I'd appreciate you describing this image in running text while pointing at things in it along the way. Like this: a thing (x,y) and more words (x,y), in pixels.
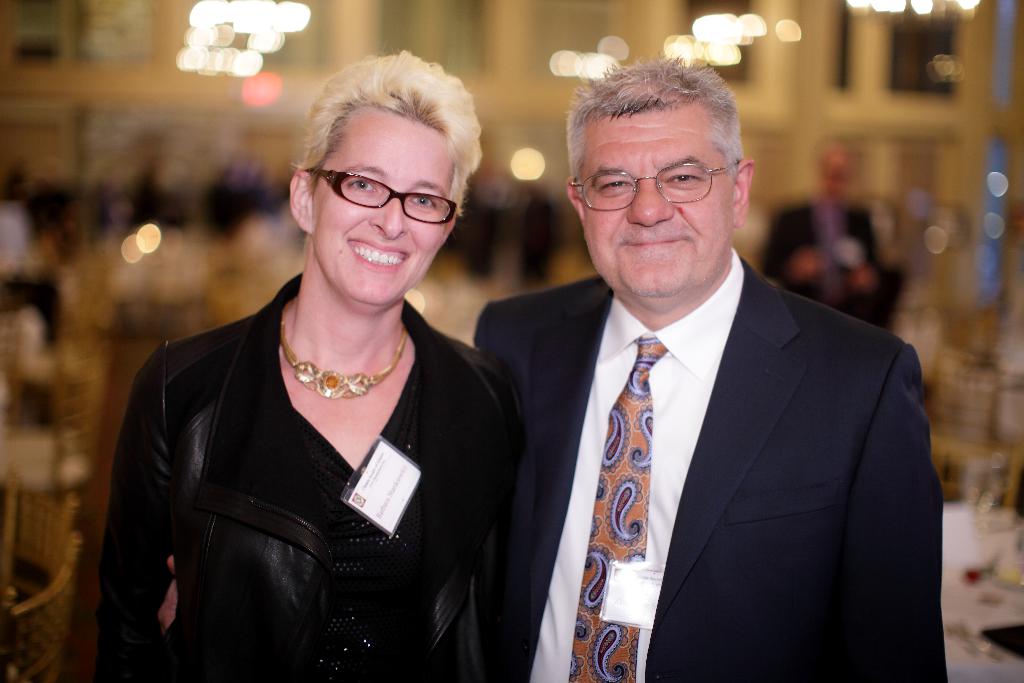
In this picture I can see a woman (472,391) and a man (817,376) standing and they are wearing spectacles (431,199). I can see few people (537,208) standing in the back (849,237) and I can see few lights (589,62) and looks like a table (975,602) on the right side of the picture (977,582).
